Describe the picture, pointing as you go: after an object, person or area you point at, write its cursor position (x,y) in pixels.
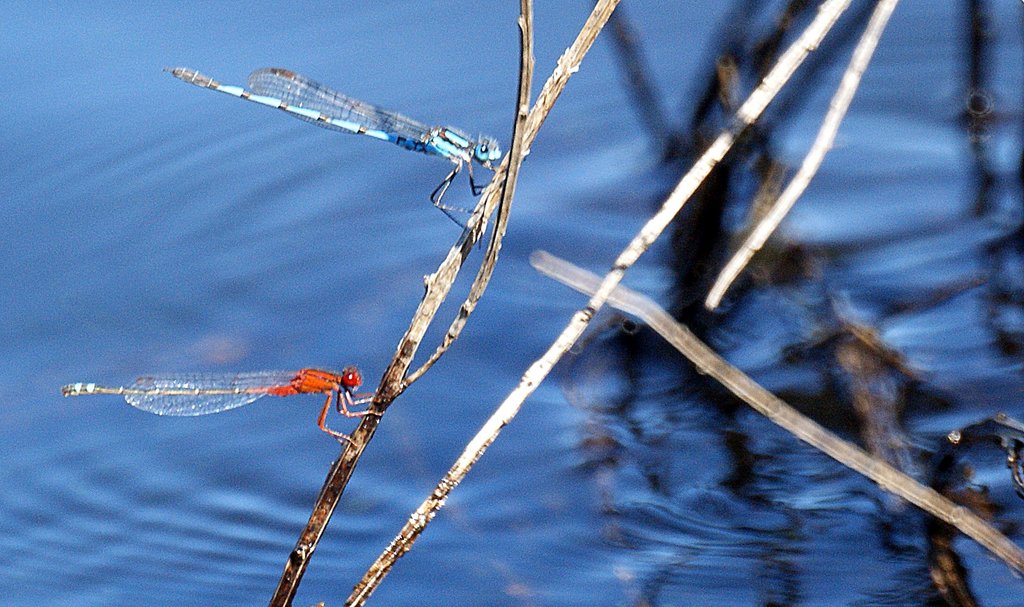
In the center of the image (465,244) we can see the dragonflies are present on a stick (460,262). In the background of the image (370,526) we can see the water (496,332) and sticks (786,69).
